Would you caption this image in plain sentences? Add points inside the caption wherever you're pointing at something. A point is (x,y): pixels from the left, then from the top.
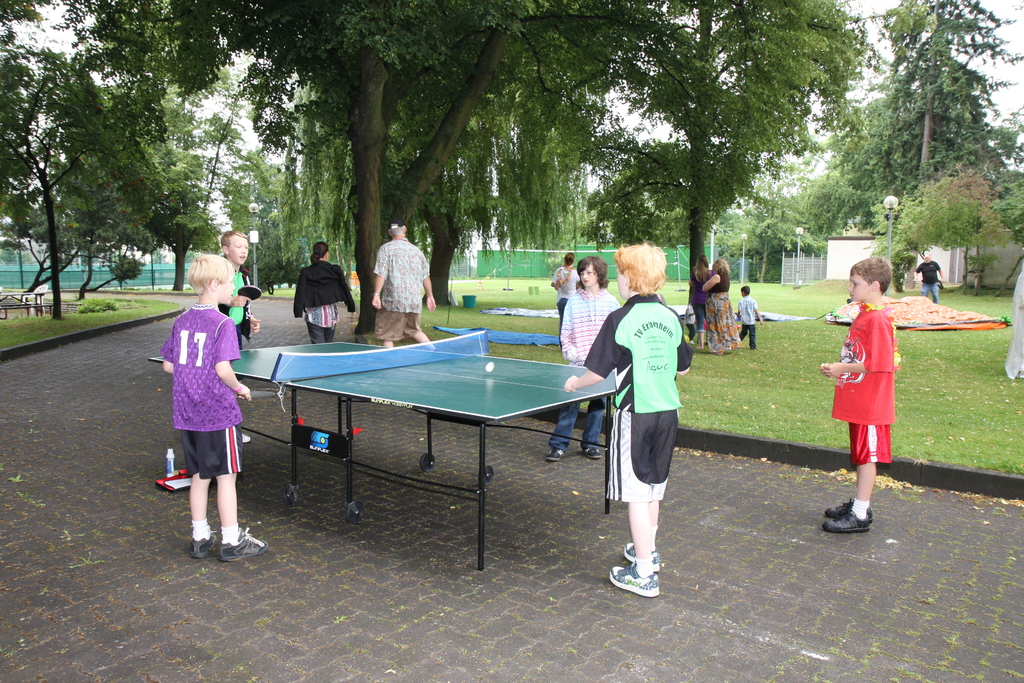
Here we can see a group of persons (231,423) are standing and playing, and here is the table (458,368), and at side here is the grass (804,333), and here are the trees (590,147).
